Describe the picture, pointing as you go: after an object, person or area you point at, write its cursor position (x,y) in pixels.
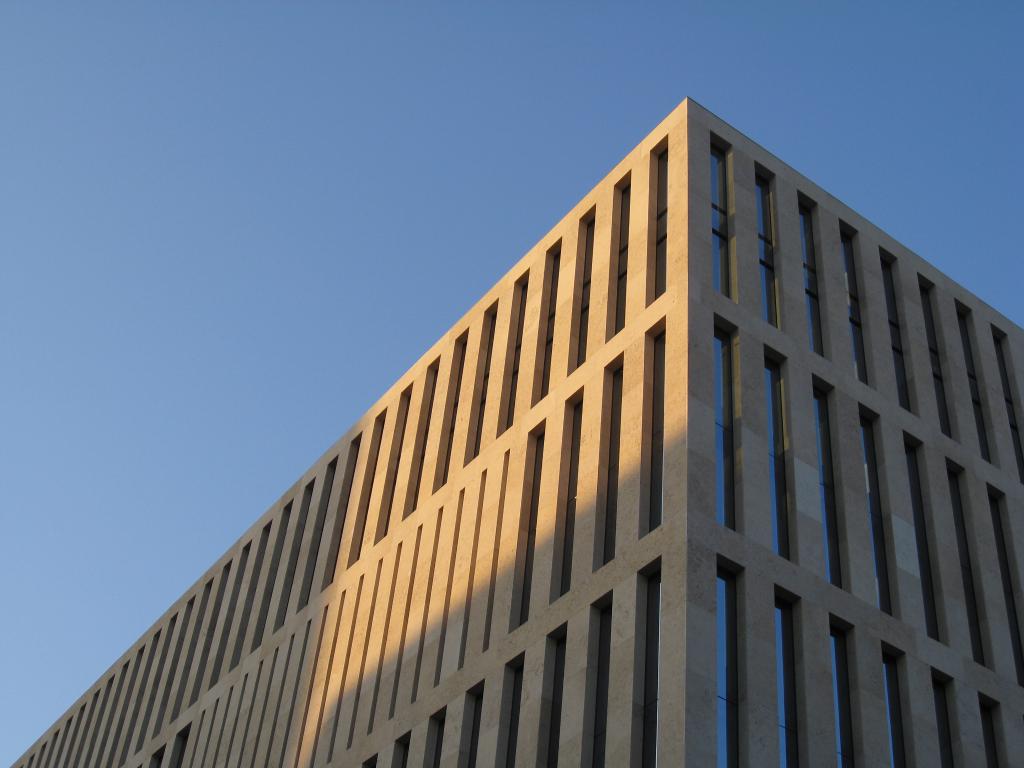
In the picture we can see a building (579,709) which is cream in color and to it we can see some pillars lines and under it we can see glasses (1018,659) and in the background (454,251) we can see a sky (245,461).
